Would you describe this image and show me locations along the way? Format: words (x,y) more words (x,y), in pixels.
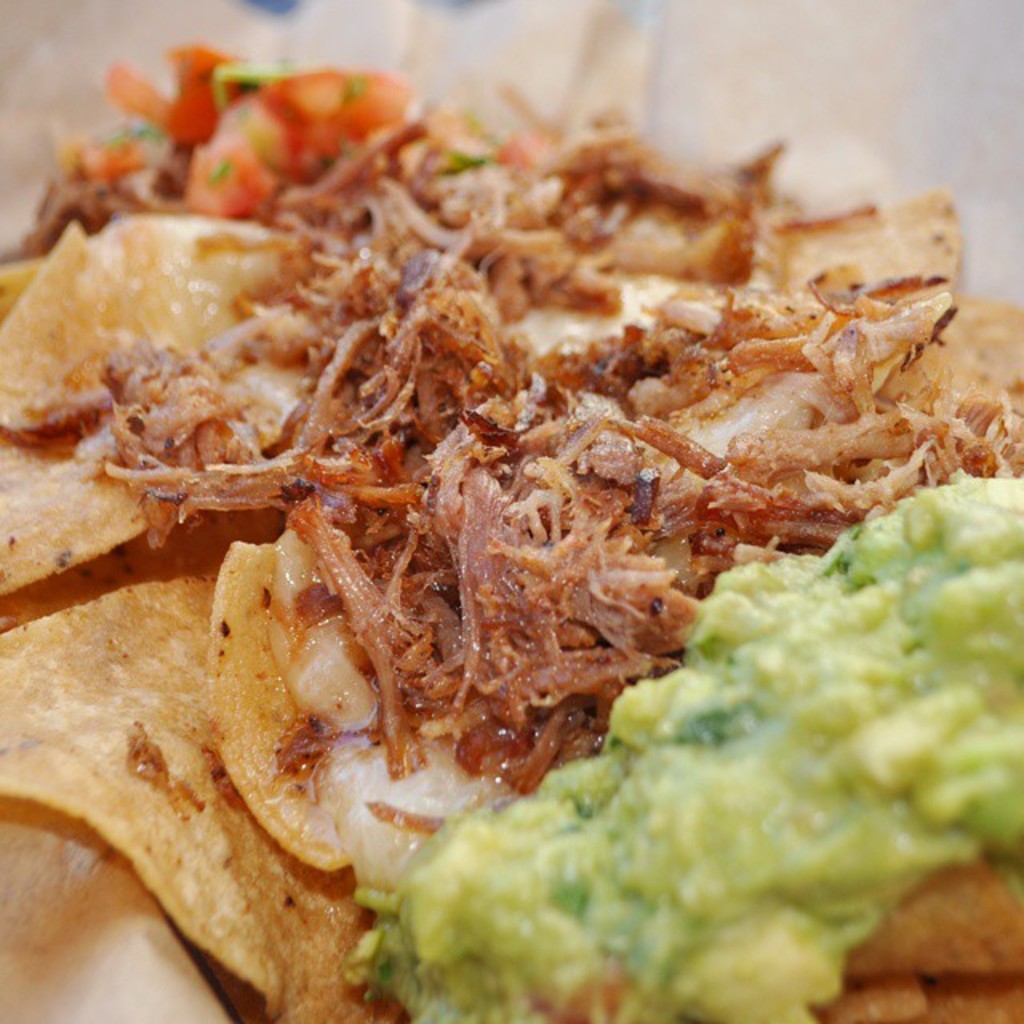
In the center of the image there is a food item (67,239).
